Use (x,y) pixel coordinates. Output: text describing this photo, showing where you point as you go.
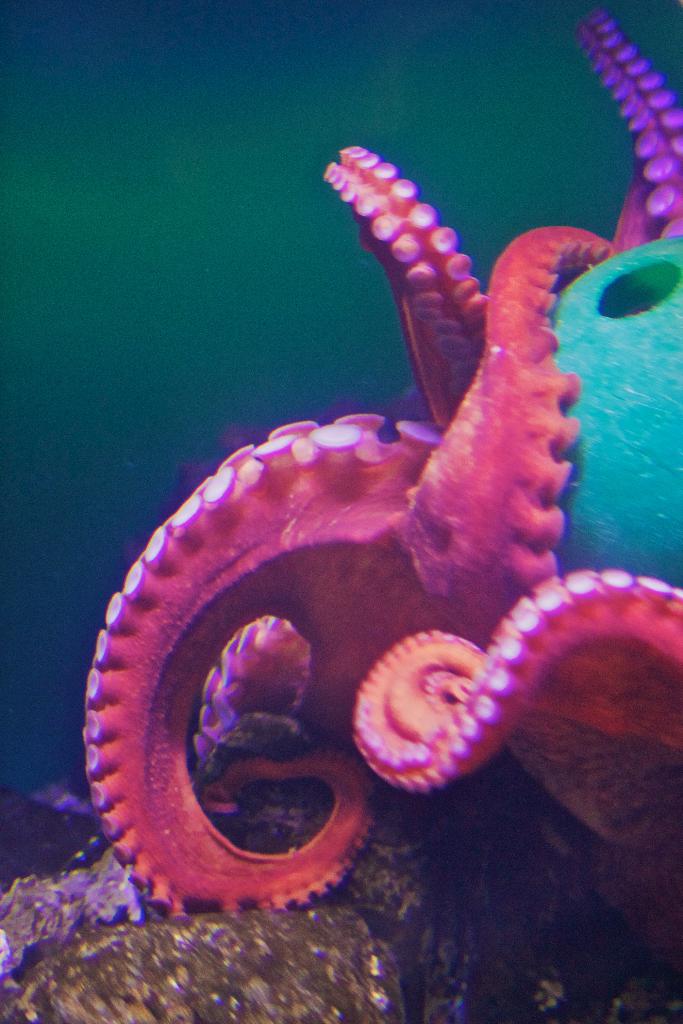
The picture is clicked inside the water (325,203). In the center of the picture (436,497) there is an octopus (484,515). At the bottom (155,950) it is rock (331,937).
